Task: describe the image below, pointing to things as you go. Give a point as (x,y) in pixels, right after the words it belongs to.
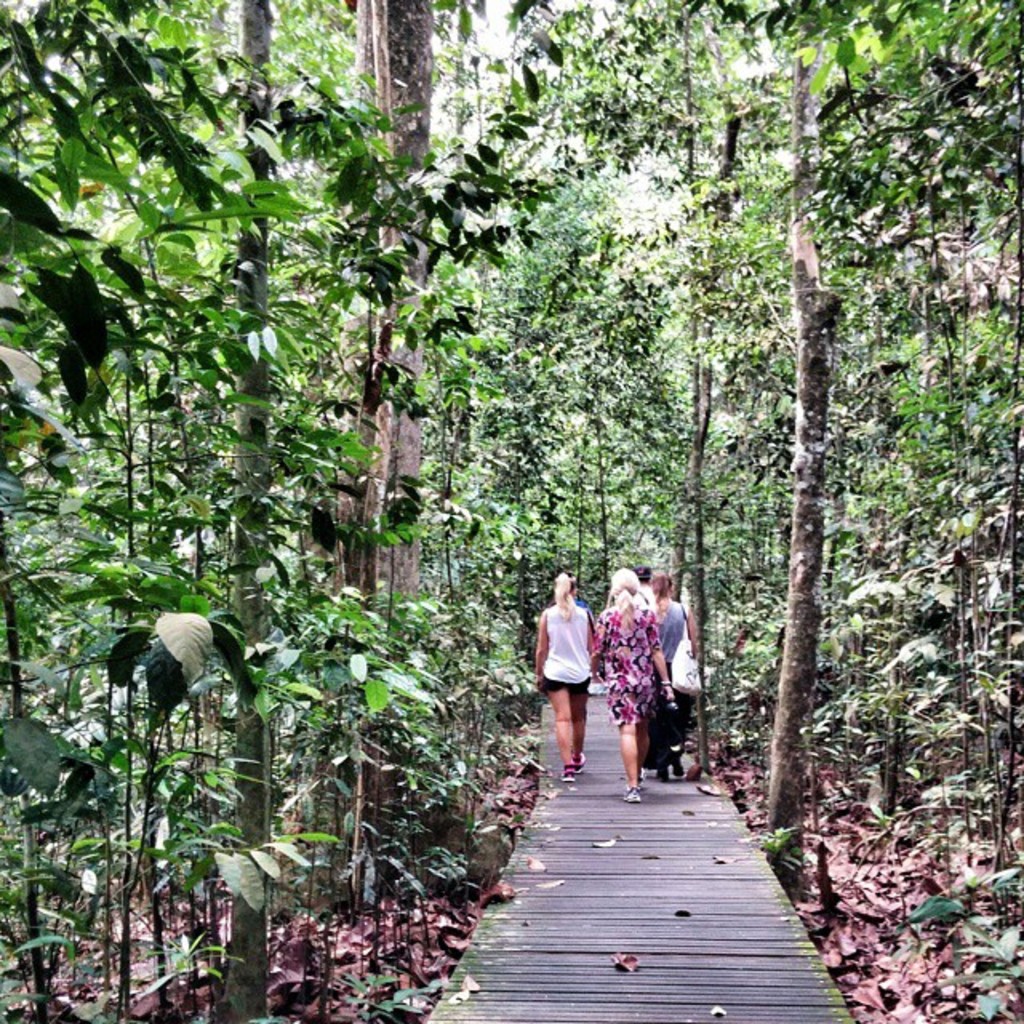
In this image we can see a few people (645,680) walking on a wooden surface (626,802). Beside the persons (628,646) we can see a group of trees (524,547) and dried leaves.
